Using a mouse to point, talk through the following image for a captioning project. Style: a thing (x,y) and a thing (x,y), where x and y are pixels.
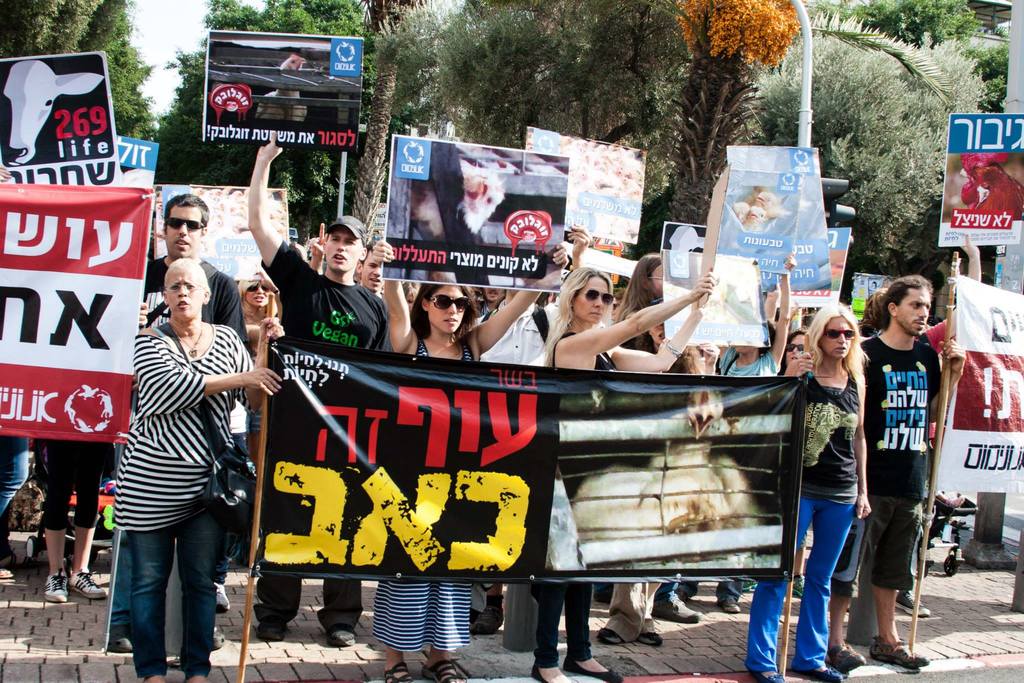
In this image we can see people (254,222) holding banners (474,284). In the background of the image (466,58) there are trees (415,73). At the bottom of the image (991,639) there is floor (281,652).
